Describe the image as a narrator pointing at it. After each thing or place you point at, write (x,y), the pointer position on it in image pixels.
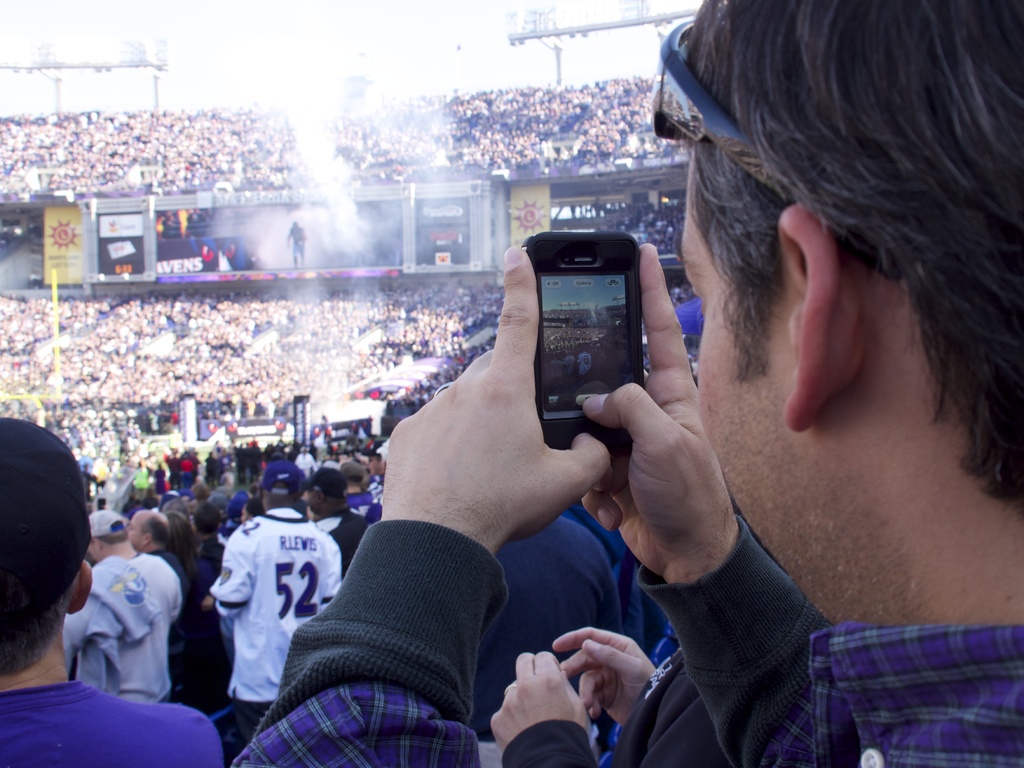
This is a image consist of a number of a audience (123,353) on the auditorium (296,368), there are the group of people (264,516) stand in the auditorium (455,223). And right side (729,435) a man (593,397) taking a picture on his mobile phone (632,359).
